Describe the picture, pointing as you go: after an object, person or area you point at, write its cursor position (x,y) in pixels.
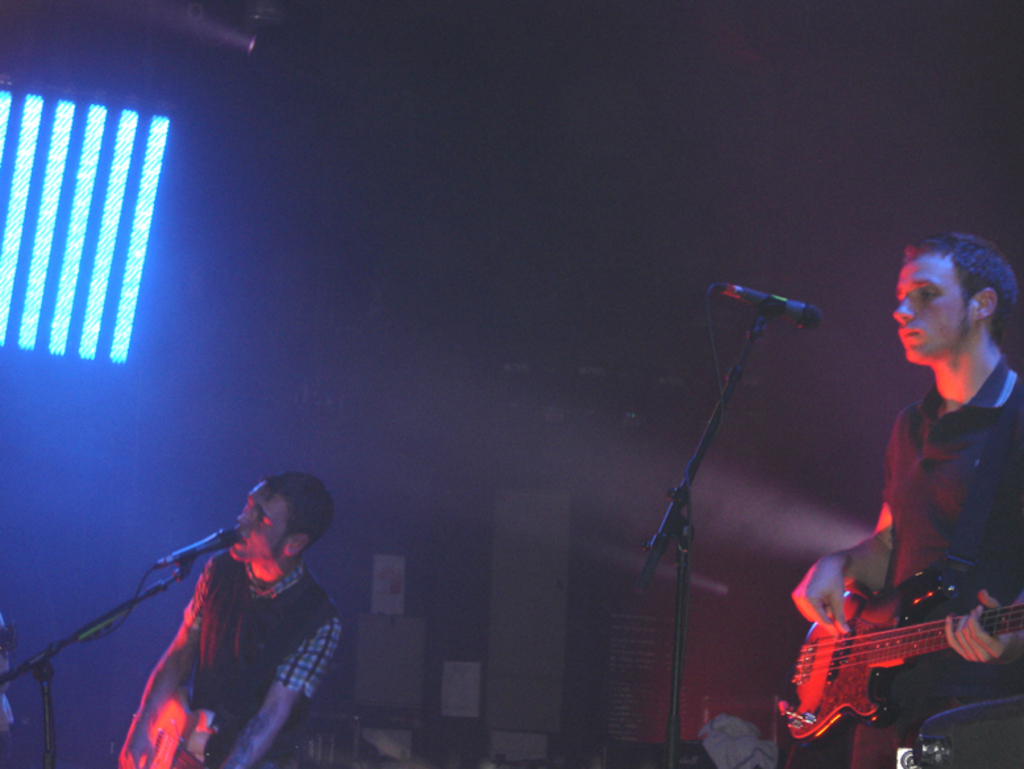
a person (897,434) is standing black t shirt (953,515) and playing guitar (868,632). in front of him there is a microphone (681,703). at the left (215,596) a person (285,542) is playing guitar (168,748) wearing a black t shirt (231,584) and singing. there is a microphone (209,542) in front of him. at the back (354,205) there is a black background (233,92) and at the left (118,138) there are blue lights (36,289).
